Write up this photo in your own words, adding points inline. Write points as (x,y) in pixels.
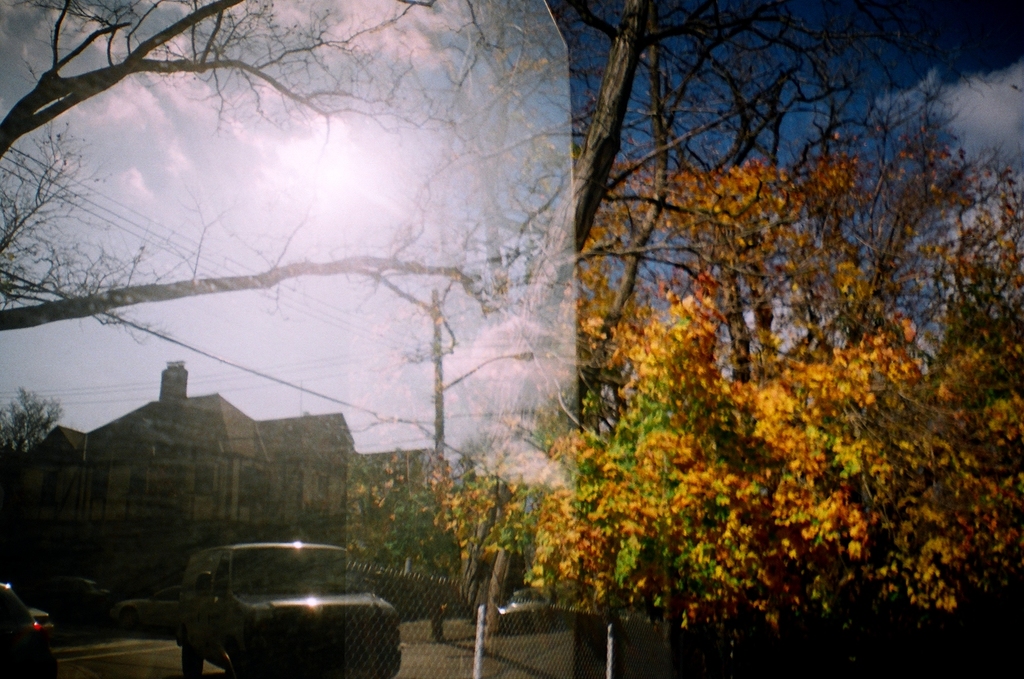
On the right side of the picture (694,313) there are trees (715,244). On the left side (182,654) there are houses (92,479), trees (48,405) and cars (239,600). It is sunny.
